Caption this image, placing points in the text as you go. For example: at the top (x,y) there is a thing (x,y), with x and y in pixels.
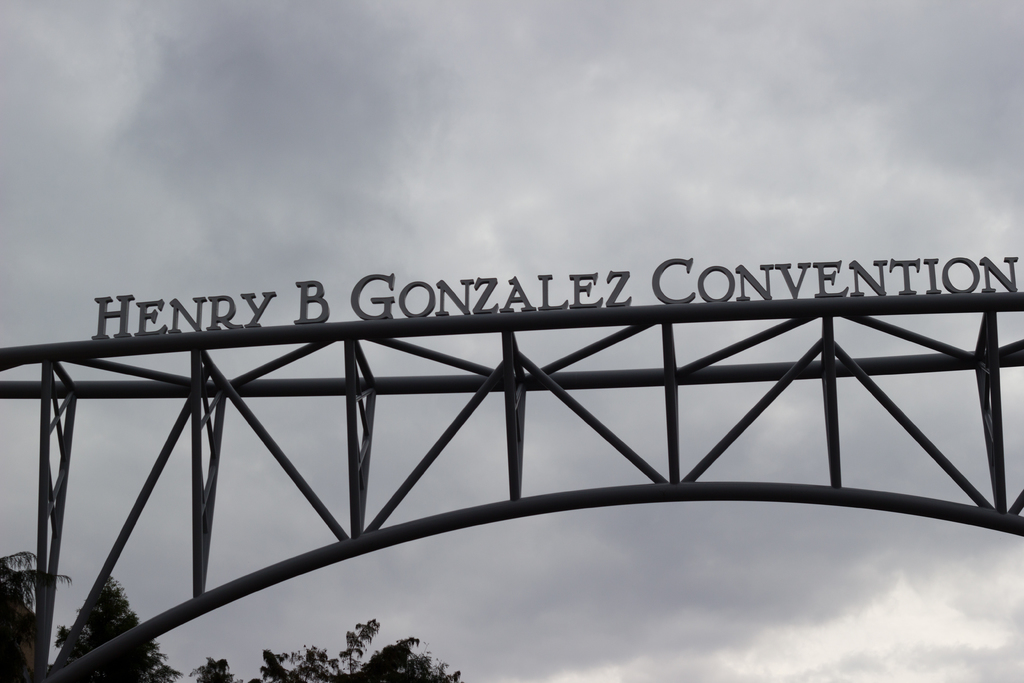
In this image I can see few iron poles (95,390) and on the top of it I can see something is written. On the bottom side of this image (401,644) I can see few trees (274,671) and in the background (427,196) I can see clouds (263,360) and the sky (719,251).
